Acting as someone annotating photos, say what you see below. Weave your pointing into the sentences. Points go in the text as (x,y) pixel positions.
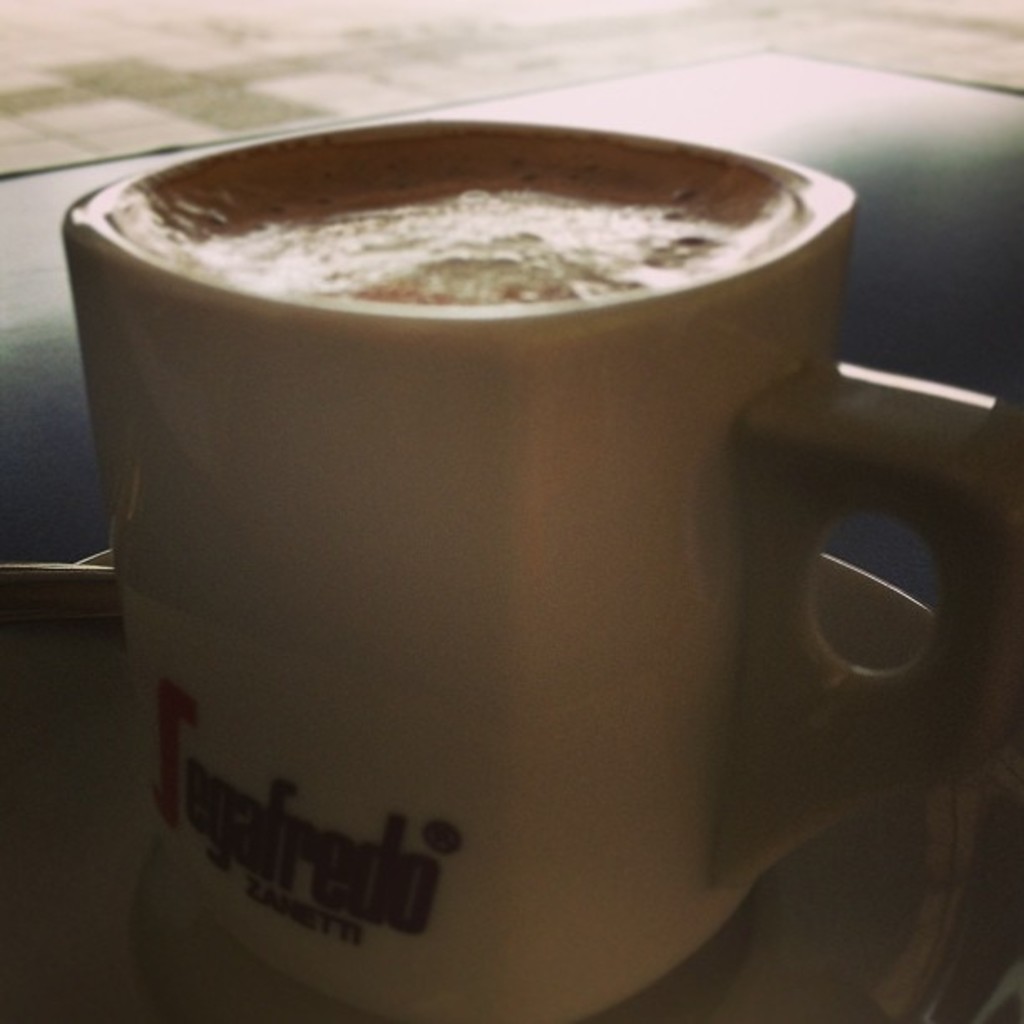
Here we can see cup (542,305) with coffee (708,192) on surface (915,197).
